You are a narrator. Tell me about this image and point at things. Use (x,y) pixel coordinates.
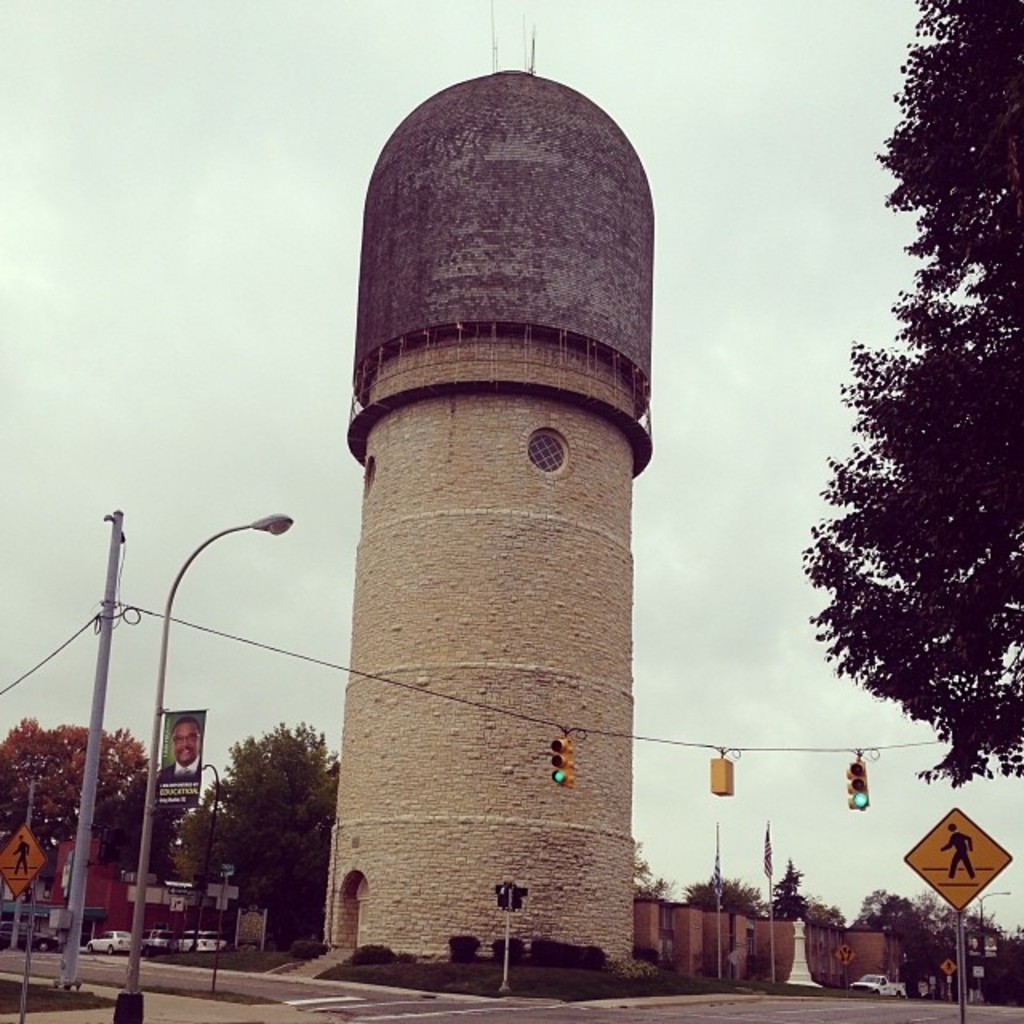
At the bottom of the image (328,992) there is a road (328,992). And also there are poles (959,914) with sign boards (972,834), streetlights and a poster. There is a rope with traffic signals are hanging. Behind the road (503,1021) there is a footpath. Behind the footpath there are cars (113,945), buildings (656,937), fencing walls (743,937) and also there is a pillar (585,539). In the background (735,898) there are many trees (121,820). At the top of the image (117,313) there is sky (195,522) in the background (205,482).
